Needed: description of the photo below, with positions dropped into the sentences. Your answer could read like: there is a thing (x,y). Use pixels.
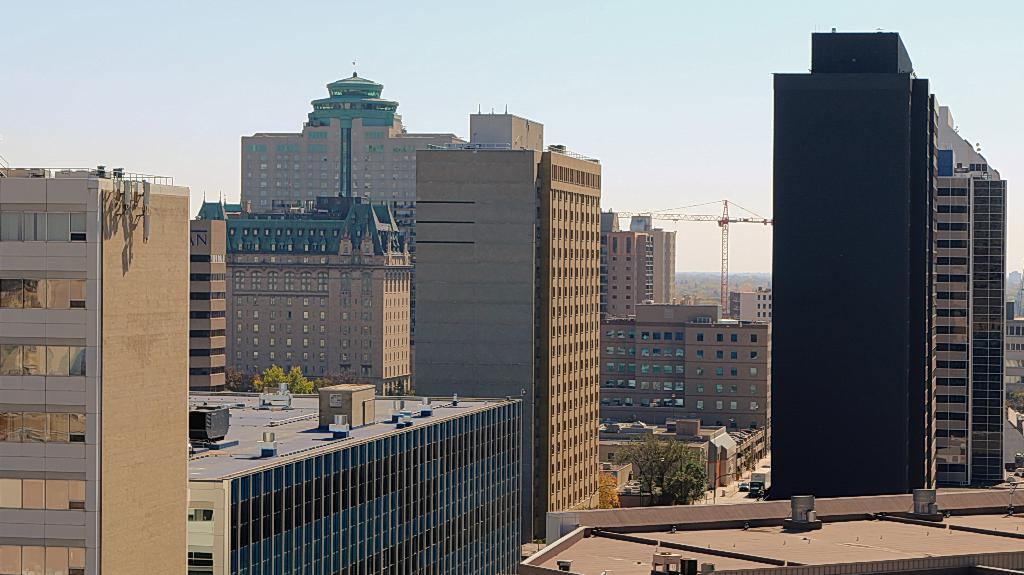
In this image there are so many buildings (589,321), also there is a tree (687,463) at the side of road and some vehicles (763,480) beside that.
